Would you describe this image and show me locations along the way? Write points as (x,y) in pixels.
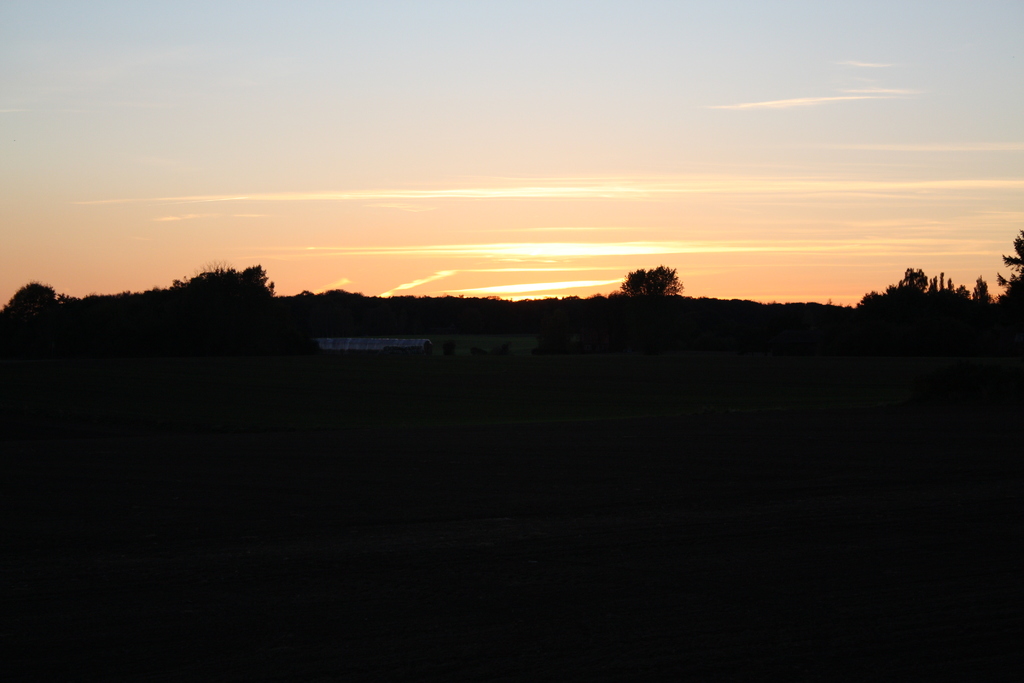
In this picture we can see trees (476,317), plants (448,349) and the sky (341,106).
